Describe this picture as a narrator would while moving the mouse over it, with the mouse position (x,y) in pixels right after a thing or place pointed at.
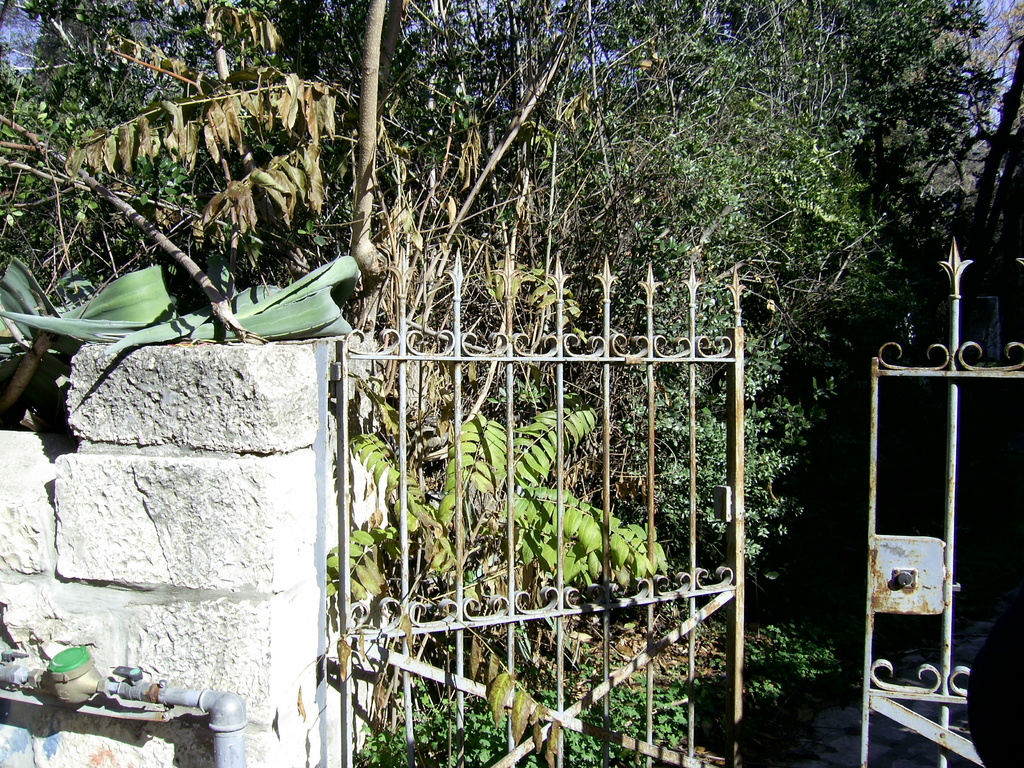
In this image I see the wall (264,534) and I see the gates (562,433). In the background (359,281) I see the trees (591,221) and I see the pipe (140,694) over here.
